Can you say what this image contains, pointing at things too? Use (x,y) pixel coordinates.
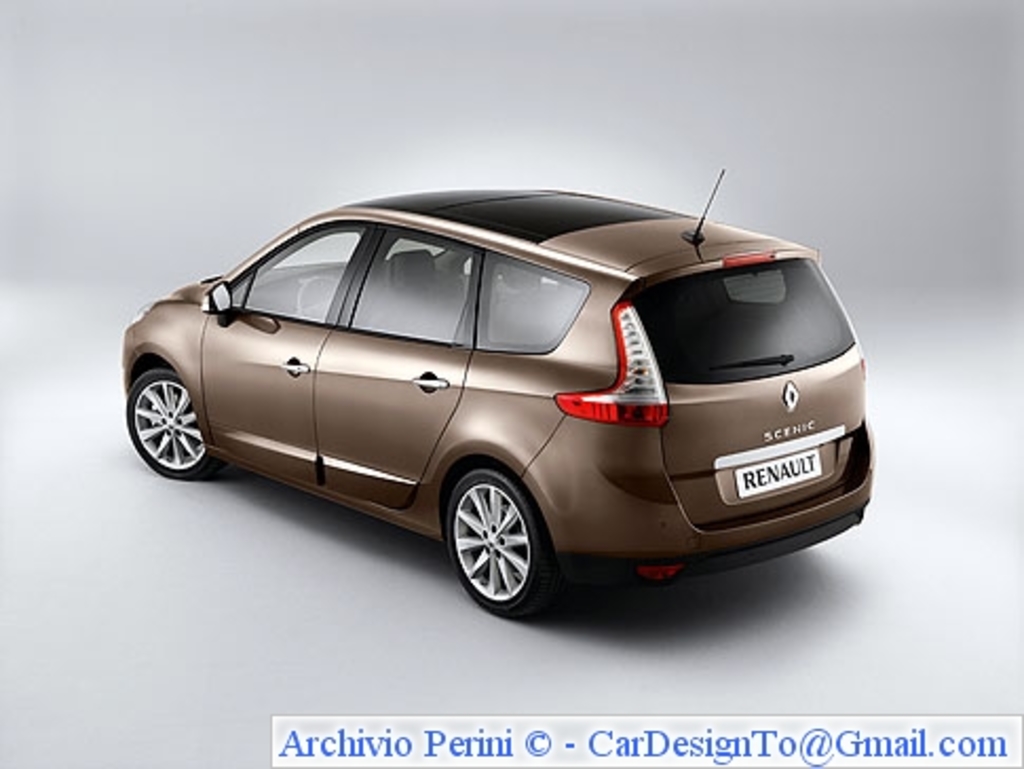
In this image in the center (473,272) there is one car (524,421) and there is white background (38,664), at the bottom of the image (507,730) there is text (847,730).
